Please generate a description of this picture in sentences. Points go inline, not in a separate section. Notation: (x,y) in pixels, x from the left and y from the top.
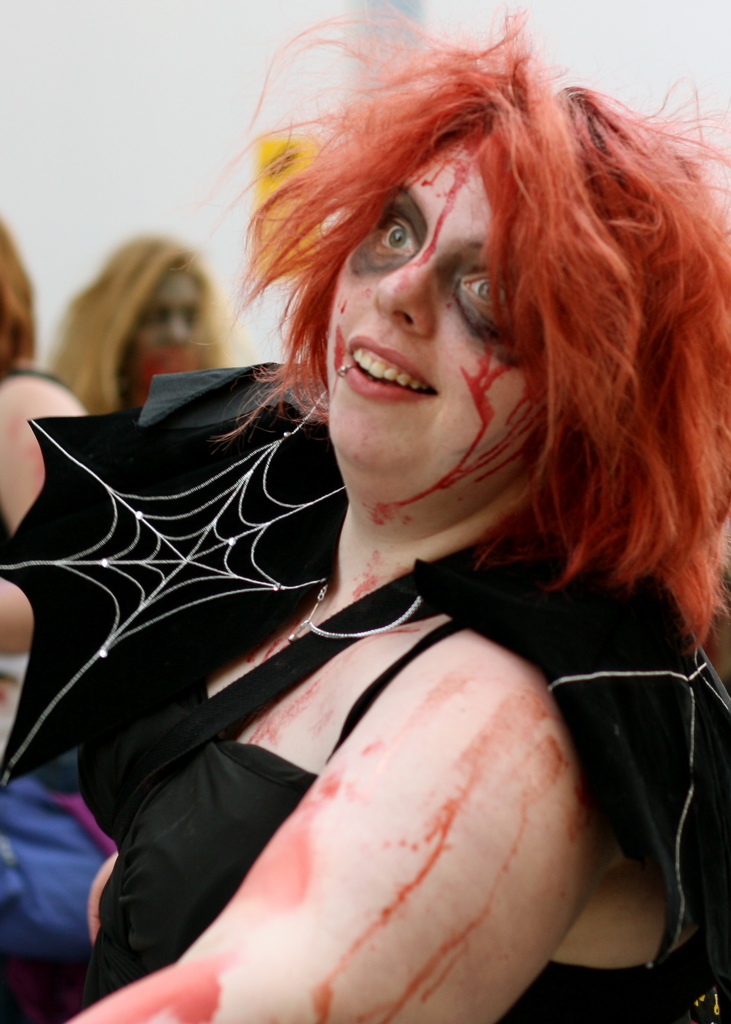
In this image I can see a person (380,323) wearing black color dress (181,916), background (13,507) I can see few other persons (20,458) sitting and the wall (226,100) is in white color.
